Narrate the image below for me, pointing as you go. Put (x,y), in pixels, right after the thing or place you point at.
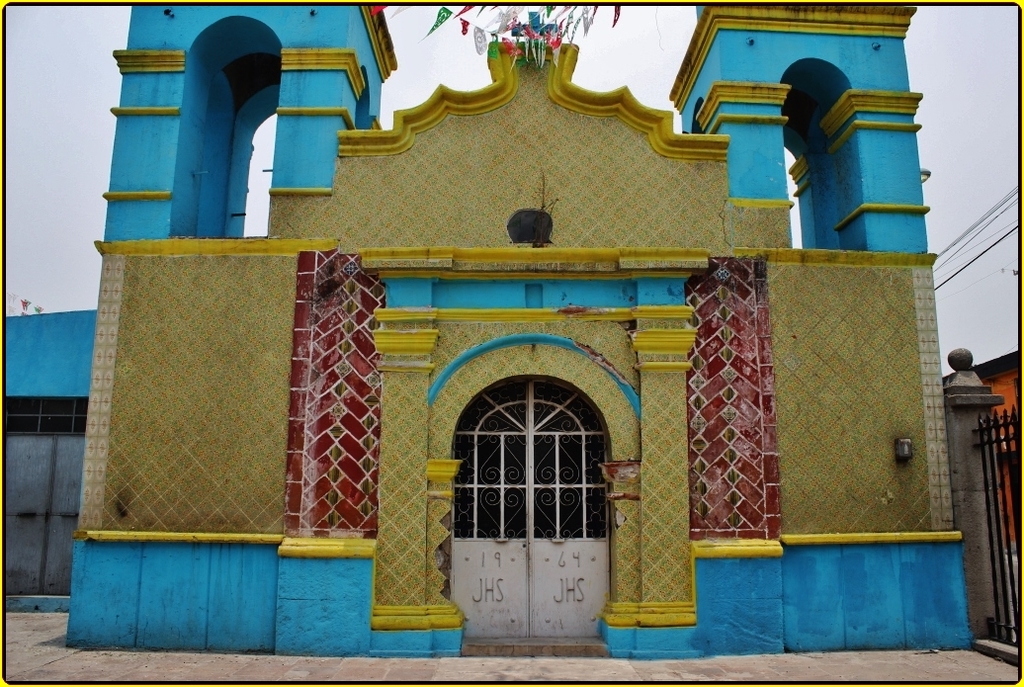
In this image we can see a church (894,371) which is painted with different colors, on the top of the image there are a few flags (387,7) and at bottom right corner of the image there is a gate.
